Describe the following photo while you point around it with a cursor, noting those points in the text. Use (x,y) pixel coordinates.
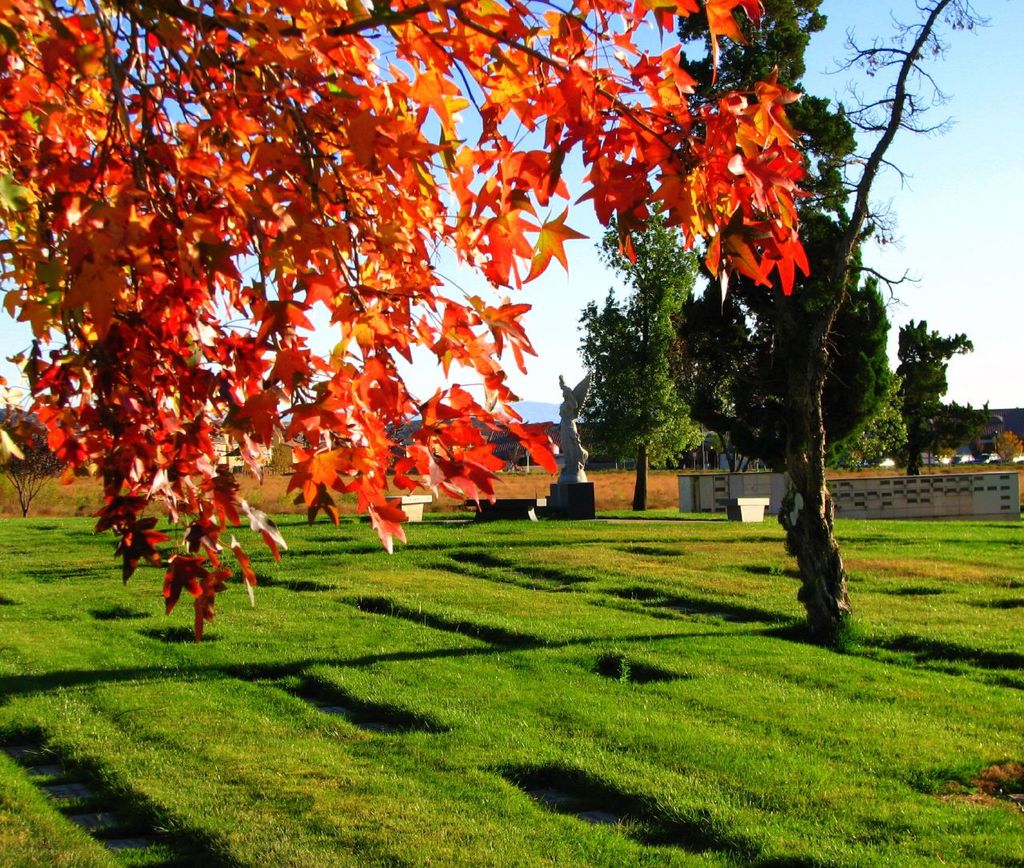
This picture is clicked outside. In the foreground (729,648) we can see the green grass (736,591), trees (829,542) and a sculpture (580,469) of some object (574,455). In the background (943,517) we can see the sky (895,185), trees (925,411) and some other objects (683,506).
